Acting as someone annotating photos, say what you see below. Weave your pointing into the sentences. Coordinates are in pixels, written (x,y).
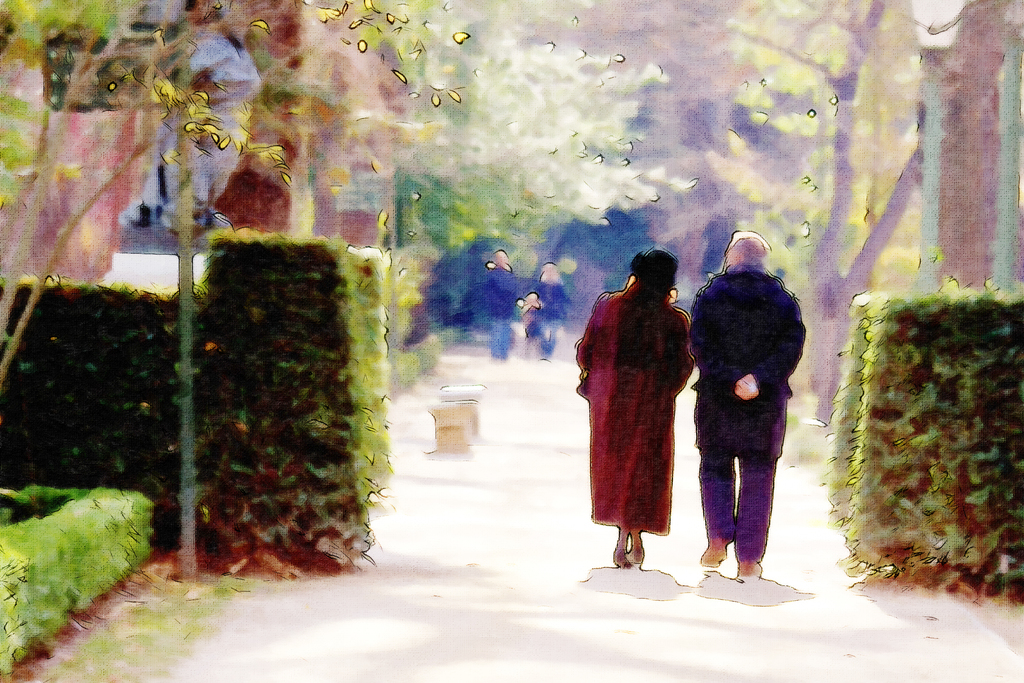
This is a sketch in which we can see two persons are walking, on the either side of the image we can see shrubs (383,355). In the background (475,320), we can see two persons (551,302) are walking and we can see trees (449,86).
